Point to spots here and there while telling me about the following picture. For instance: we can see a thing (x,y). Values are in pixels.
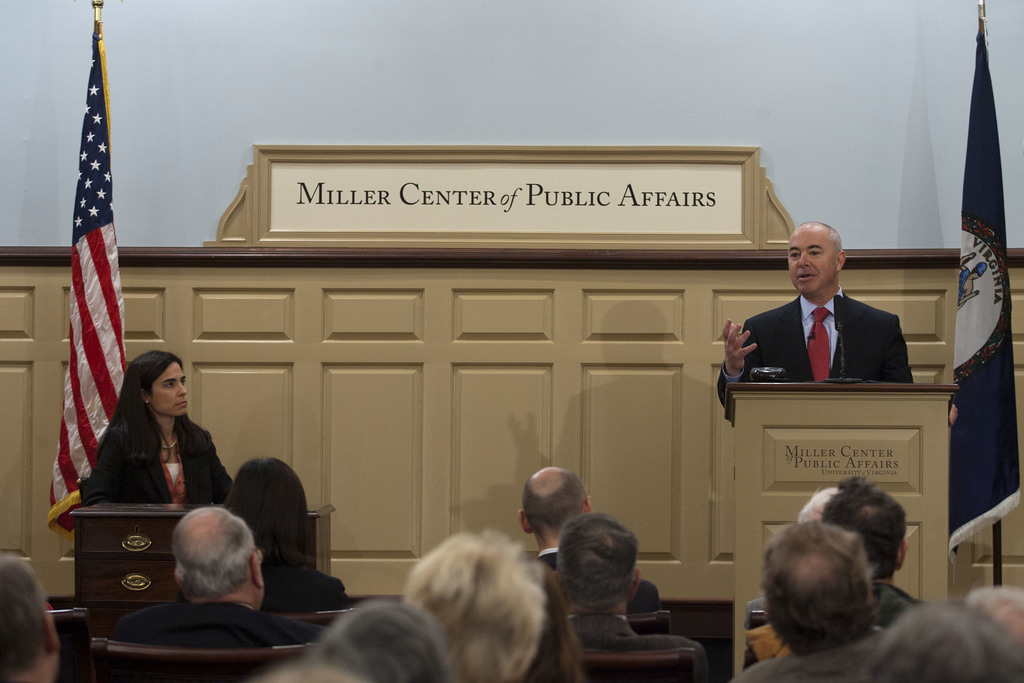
At the bottom of the image (516,627) we can see a few people (446,608) are sitting on the chairs (696,674). In the background (605,161) there is a wall (590,88), wooden stand (760,488), table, microphone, flags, drawers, one person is sitting, one person (847,358) is standing and a few other objects (310,211). And we can see some text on the wooden object (337,215).
